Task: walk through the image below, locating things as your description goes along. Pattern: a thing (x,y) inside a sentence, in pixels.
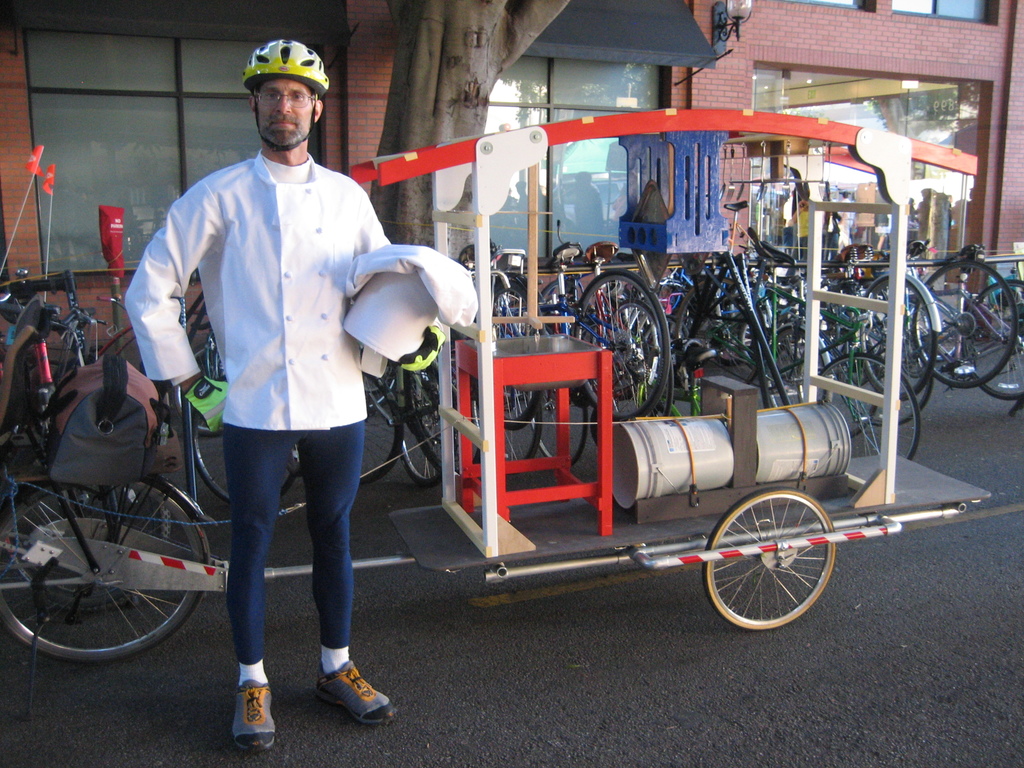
There is a person (240,189) standing in the foreground of the image (291,47) wearing a helmet (322,69). In the background of the image (1006,321) there are many bicycles (637,307). there is a rickshaw cart (894,152). In the background of the image (501,78) there is a building (673,96). There is a tree trunk (413,130). At the bottom of the image (652,686) there is road (644,727).
